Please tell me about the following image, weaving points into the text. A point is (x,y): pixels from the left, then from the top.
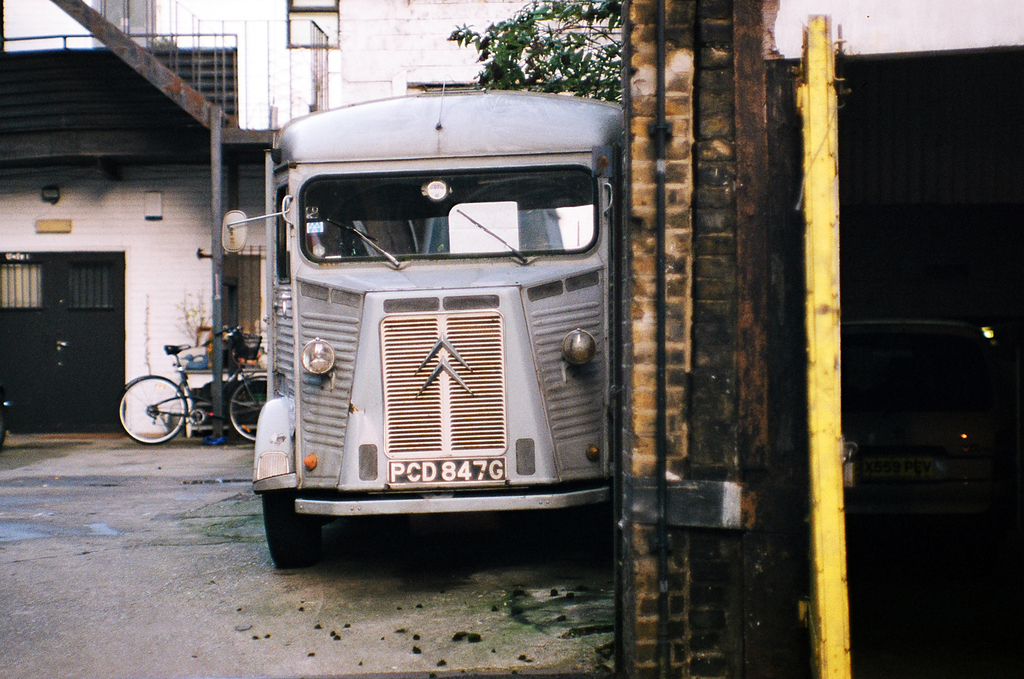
In this image I can see few vehicles (430,337), in front (432,322) the vehicle (430,337) is in grey color. Background (145,176) I can see a building (129,312) in white color, plants (538,57) in green color.
